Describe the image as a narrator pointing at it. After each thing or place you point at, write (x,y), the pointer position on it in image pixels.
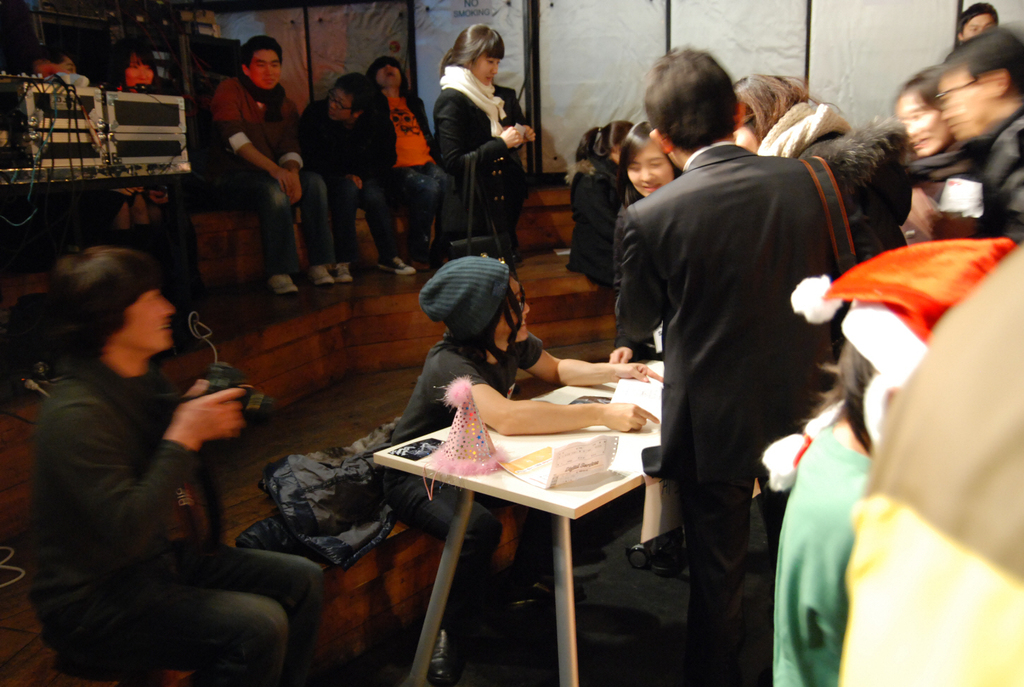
In this picture there are couple of persons (444,98) sitting on the wooden plank (292,317) dressed up in black in color and white shoes (290,280) and scarf (484,103) around their neck (472,92) they are having a bag (829,212) and in the middle (500,370) a person (489,359) is sitting with a hat (489,314) and a table (609,436) in front of her in the back ground (553,55) i could see the wall (701,24) and in the left corner of the picture (92,119) i could see the black boxes (106,135) with cables (90,127).
